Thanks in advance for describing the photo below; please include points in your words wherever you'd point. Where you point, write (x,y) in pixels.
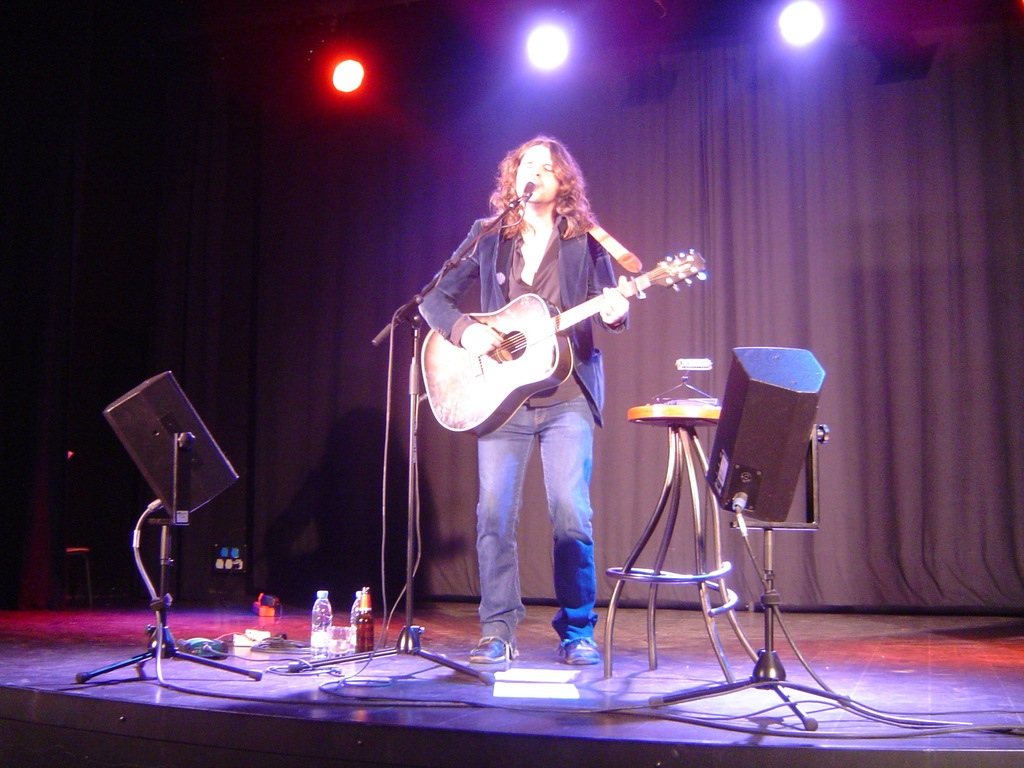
In this picture we can see person (582,571) holding guitar (459,388) in his hand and playing it and singing on mic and beside to him we can see table (690,474), speakers (205,490), bottle (371,610), wires (288,648) and in background (340,584) we can see curtain (643,126), lights (342,67), wall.
